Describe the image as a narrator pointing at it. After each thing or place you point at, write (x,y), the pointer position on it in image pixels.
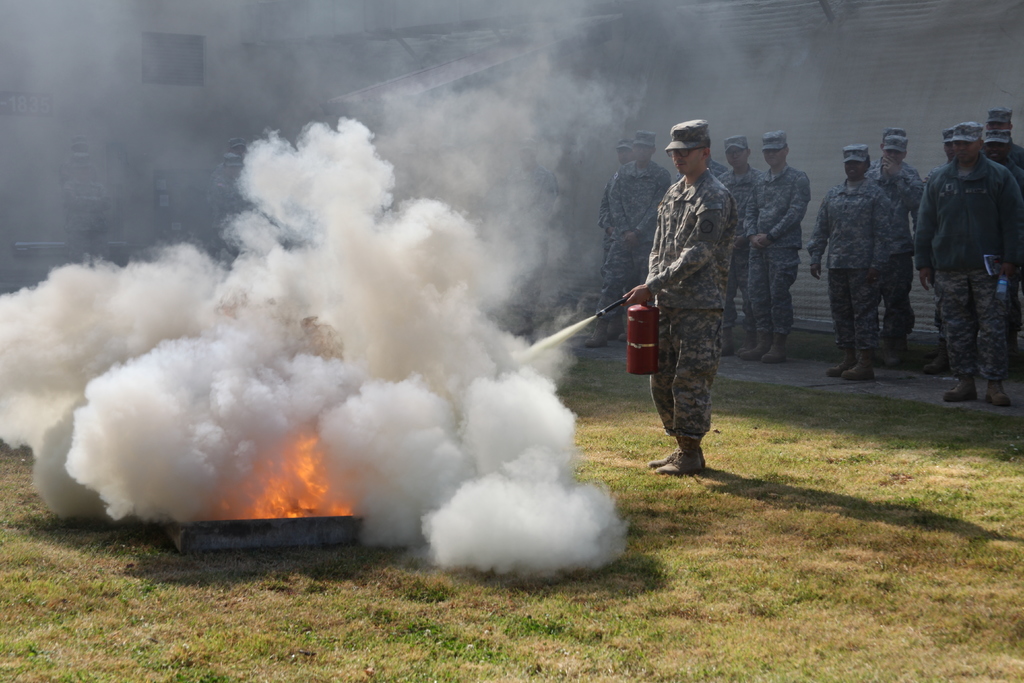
In this image there is an army personnel (718,317) putting off the fire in front of him by using a fire extinguisher (639,340). Behind him there are a few army personnel's (880,268). At the bottom of the image (701,603) there is grass (913,437) on the surface (913,437). In the background of the image (816,113) there is a shutter (821,102).
